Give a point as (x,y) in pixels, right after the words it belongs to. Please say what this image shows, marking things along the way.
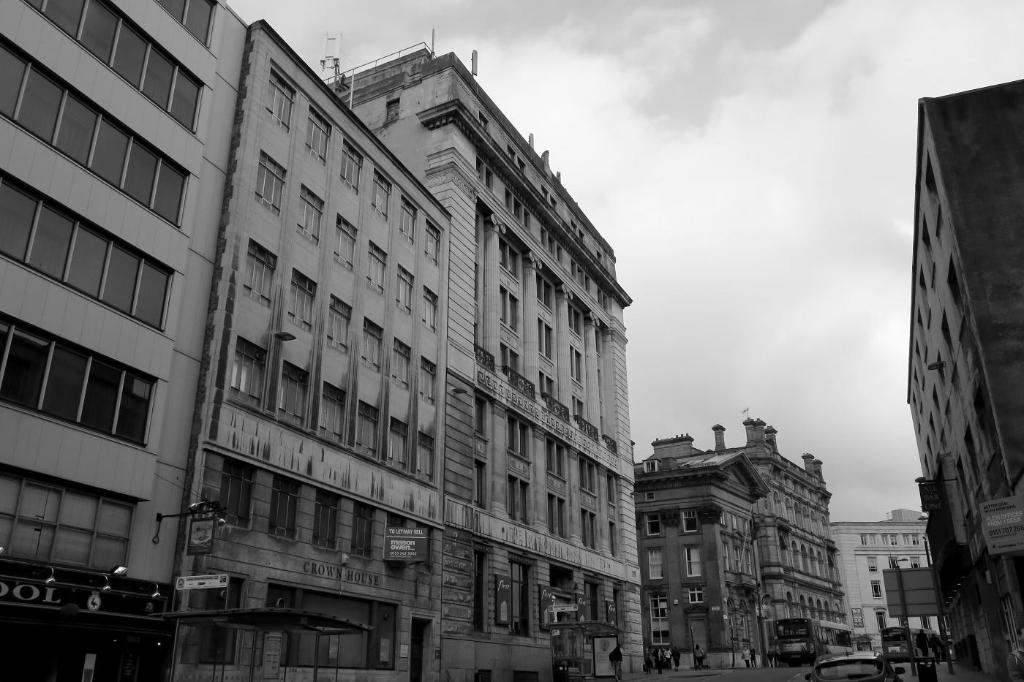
On the left side (166,268), there are buildings (390,134) which are having windows (574,308) and hoardings (188,581) attached to the walls (636,643). On the right side (938,565), there are vehicles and persons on a road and there are buildings (1021,364). In the background (895,160), there are buildings (872,595) on the ground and there are clouds (629,91) in the sky (585,76).
